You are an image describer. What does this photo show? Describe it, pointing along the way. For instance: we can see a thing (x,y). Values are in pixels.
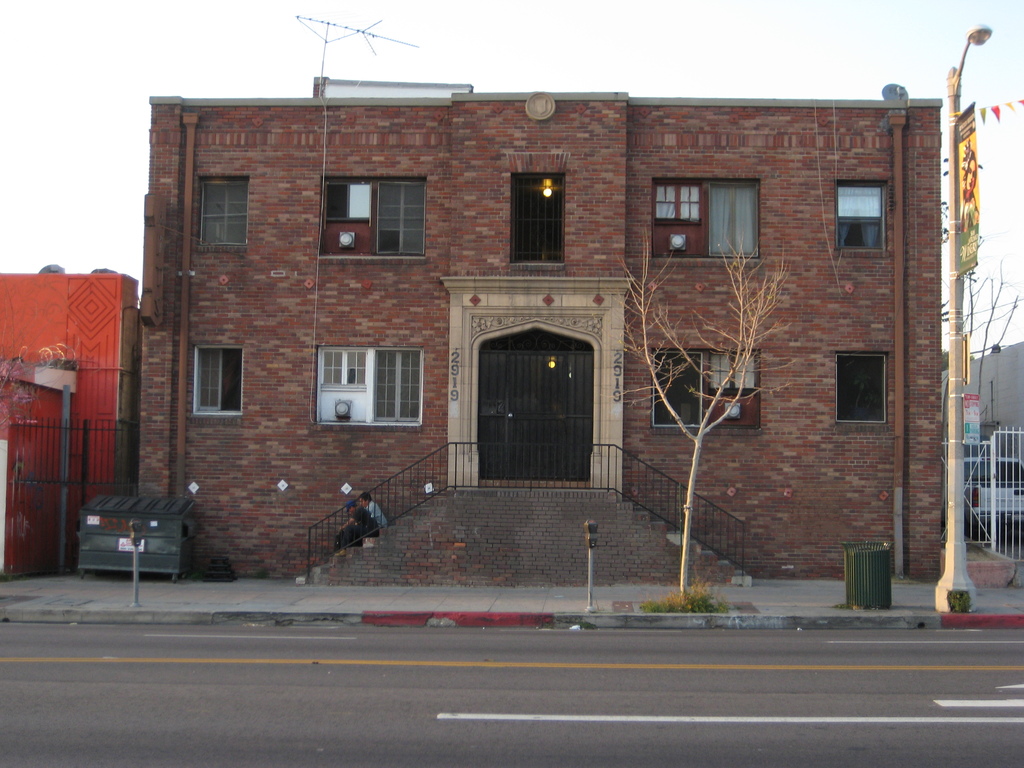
In the middle of the image (621,273) we can see a building (531,449), staircases (474,492) and persons (367,542) sitting on them, pipelines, electric lights (545,182) and windows (335,354). In the background (1016,14) we can see street light (975,45), street pole (954,100), road (224,700) and sky (870,69).
